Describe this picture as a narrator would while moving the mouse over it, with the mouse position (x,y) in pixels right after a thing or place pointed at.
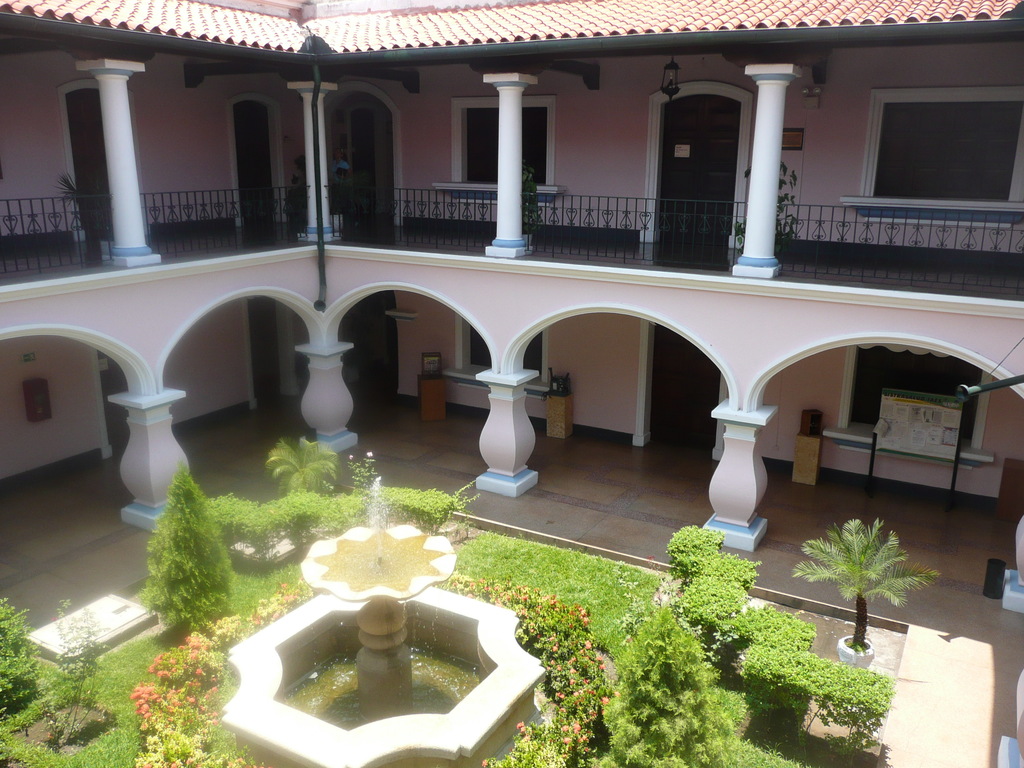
It's a building (903,310), in the middle (380,512) it is a water fall (378,651) and there are plants (625,748) around it.
